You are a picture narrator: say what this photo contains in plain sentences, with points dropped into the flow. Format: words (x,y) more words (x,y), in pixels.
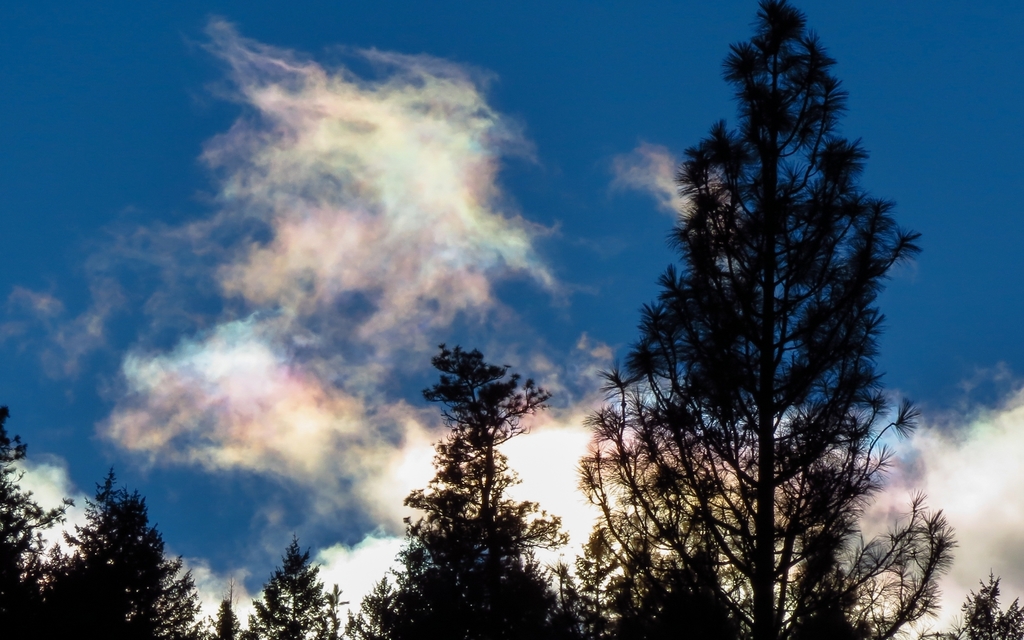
In this picture we can see some trees (54,570) and clouded sky (277,434).
